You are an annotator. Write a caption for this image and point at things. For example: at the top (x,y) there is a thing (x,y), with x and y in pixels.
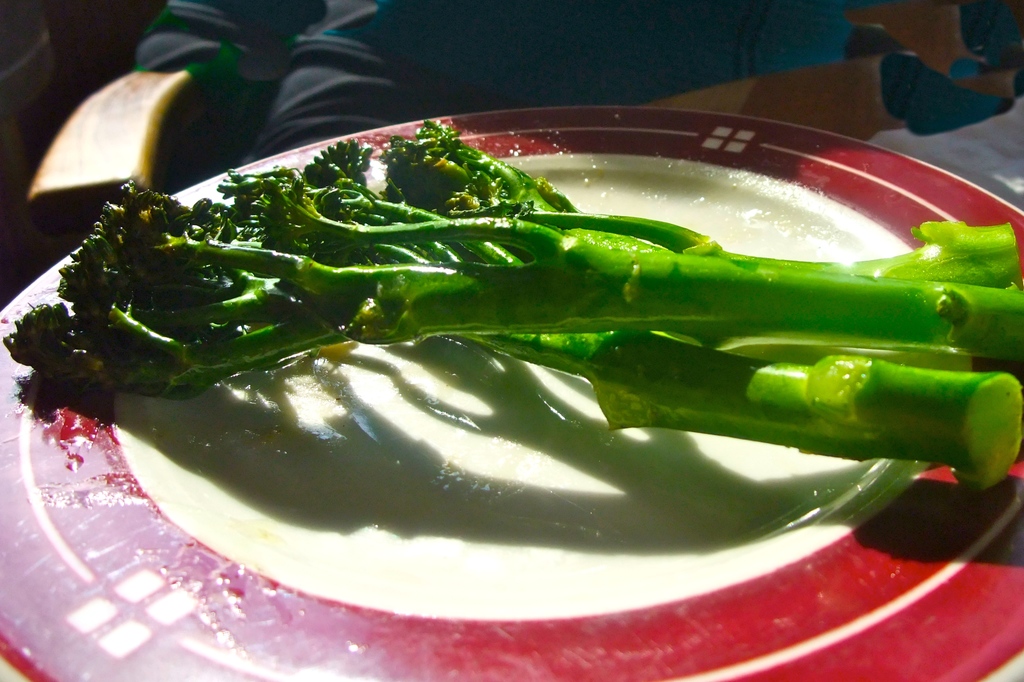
There is a plate (376,399). On the plate (376,552) there are green colored stems (582,313). On the left side (71,122) there is a handle (136,102). And it is blurry in the background (411,29).
